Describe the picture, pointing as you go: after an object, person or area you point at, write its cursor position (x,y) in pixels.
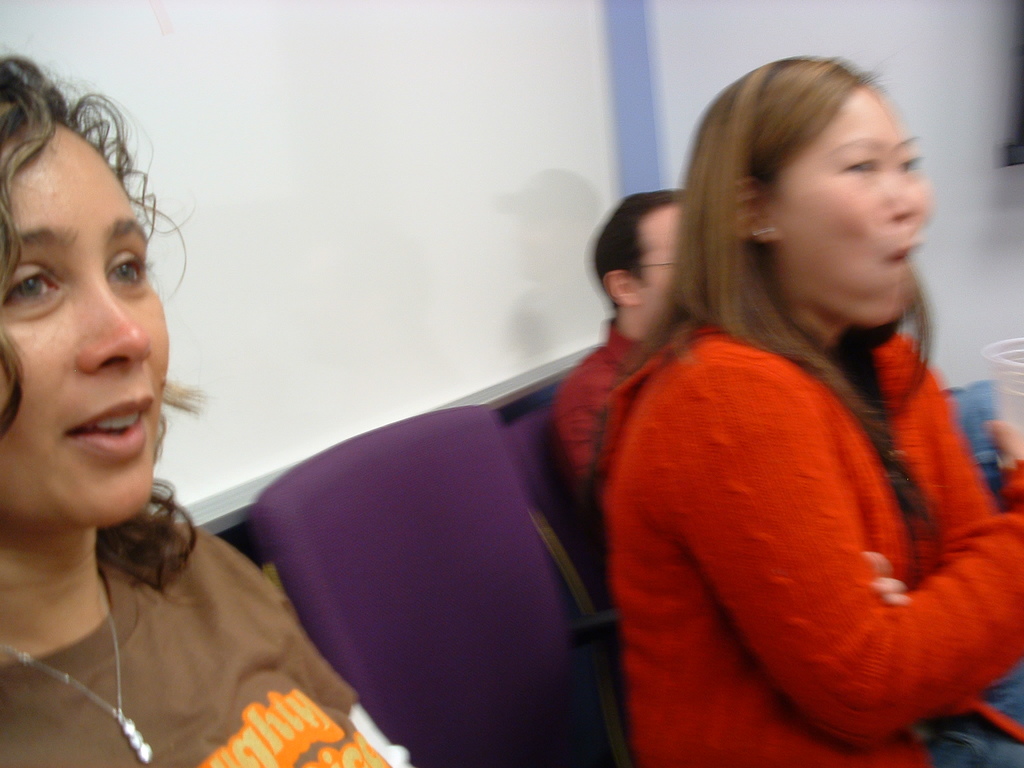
In this image, there are a few people (139,719). We can see some chairs (520,540) and the wall (440,238).
